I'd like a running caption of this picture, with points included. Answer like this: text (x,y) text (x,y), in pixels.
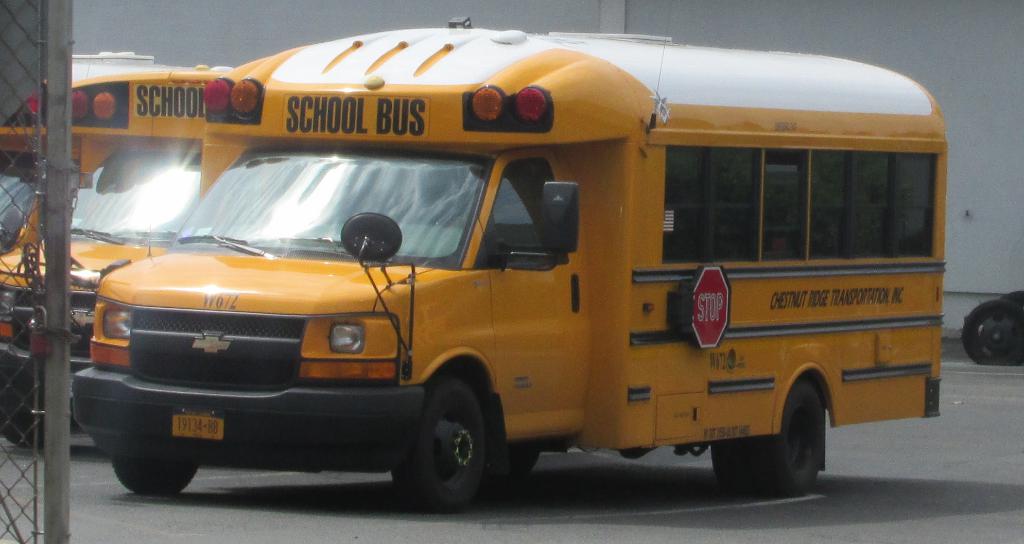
In the image there are two school buses (223,138) parked on the ground (407,534), they are of yellow color and there is a mesh (38,254) in front of the buses (398,338), in the background (957,32) there is a wall (966,163).
